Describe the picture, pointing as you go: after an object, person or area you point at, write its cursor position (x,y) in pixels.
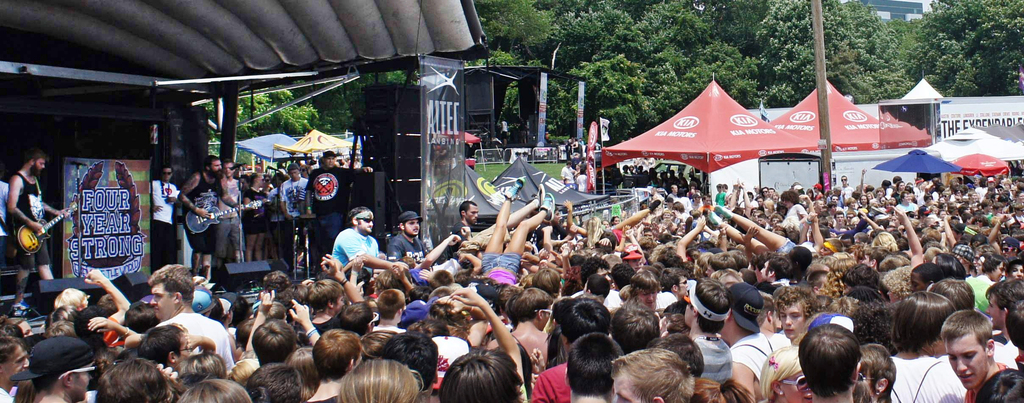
This image is taken outdoors. At the bottom of the image (242,340) there are many people (270,319). On the left side of the image (30,177) a few people (258,188) are standing on the dais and playing music with guitars (197,217) and there is a banner (109,217) with a text (106,209) on it. In the background (906,67) there are a few trees (556,84) and there are a few banners (580,123) and stalls (692,155). There are a few umbrellas (942,170) and there is a pole (825,150).
